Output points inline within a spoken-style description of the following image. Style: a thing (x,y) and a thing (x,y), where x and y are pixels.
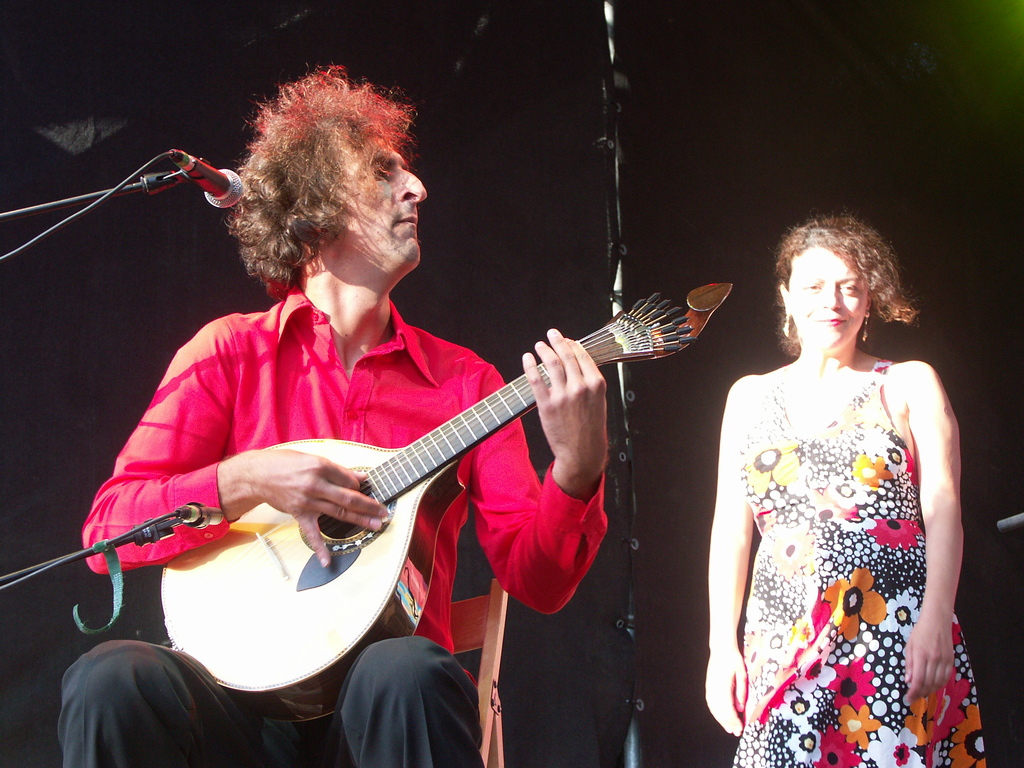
On the left side (330,320), there is a person (338,282) in a red color shirt (225,394), sitting on a wooden chair (468,623), holding a guitar (523,395) and playing in front of the two microphones (233,185), which are attached to the two stands (62,562). On the right side (821,669), there is a woman (829,407) smiling. In the background (755,116), there is a curtain (679,79).
